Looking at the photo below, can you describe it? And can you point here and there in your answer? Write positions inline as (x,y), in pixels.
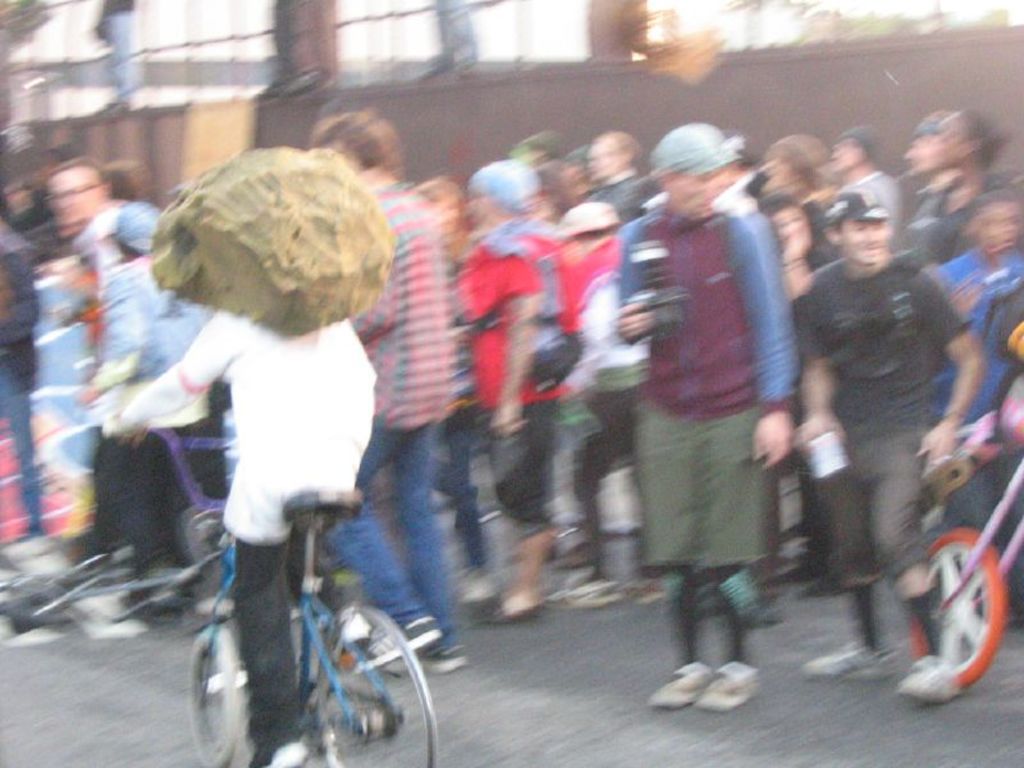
In this image we can see some group of persons (529,397) standing and there are some persons (289,455) cycling and in the background of the image (1003,49) there is a wall (172,118).
